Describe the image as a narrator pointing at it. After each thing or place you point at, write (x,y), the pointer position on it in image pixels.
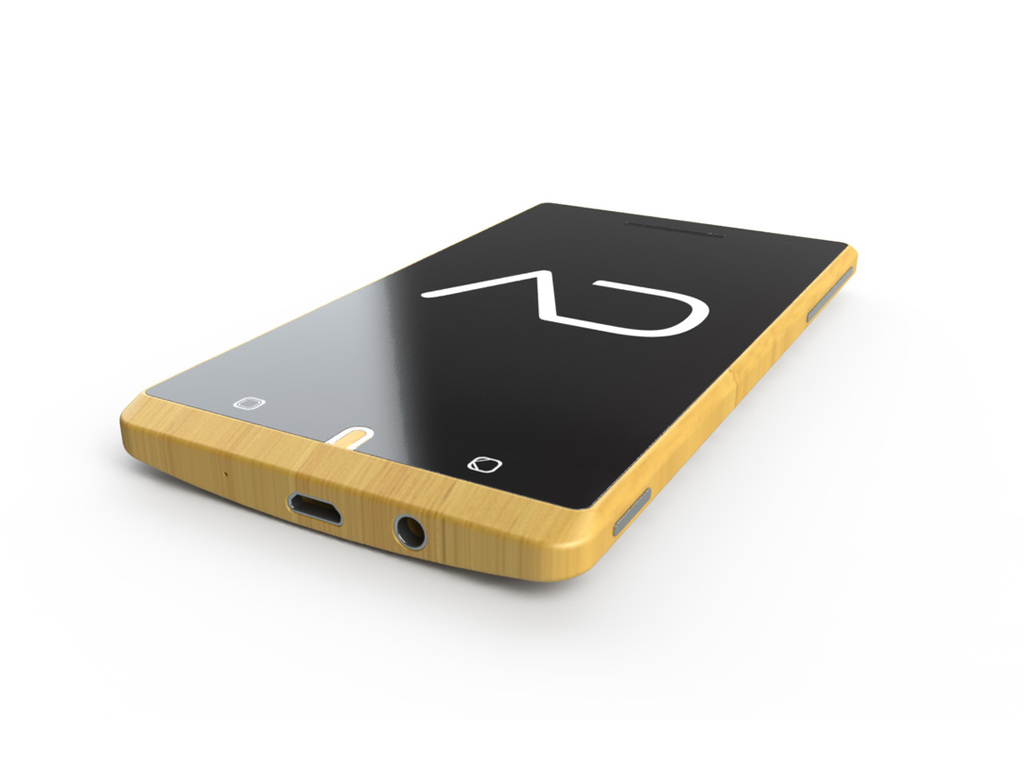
In this image I can see a phone (348,375) and the background (78,159) is white.
